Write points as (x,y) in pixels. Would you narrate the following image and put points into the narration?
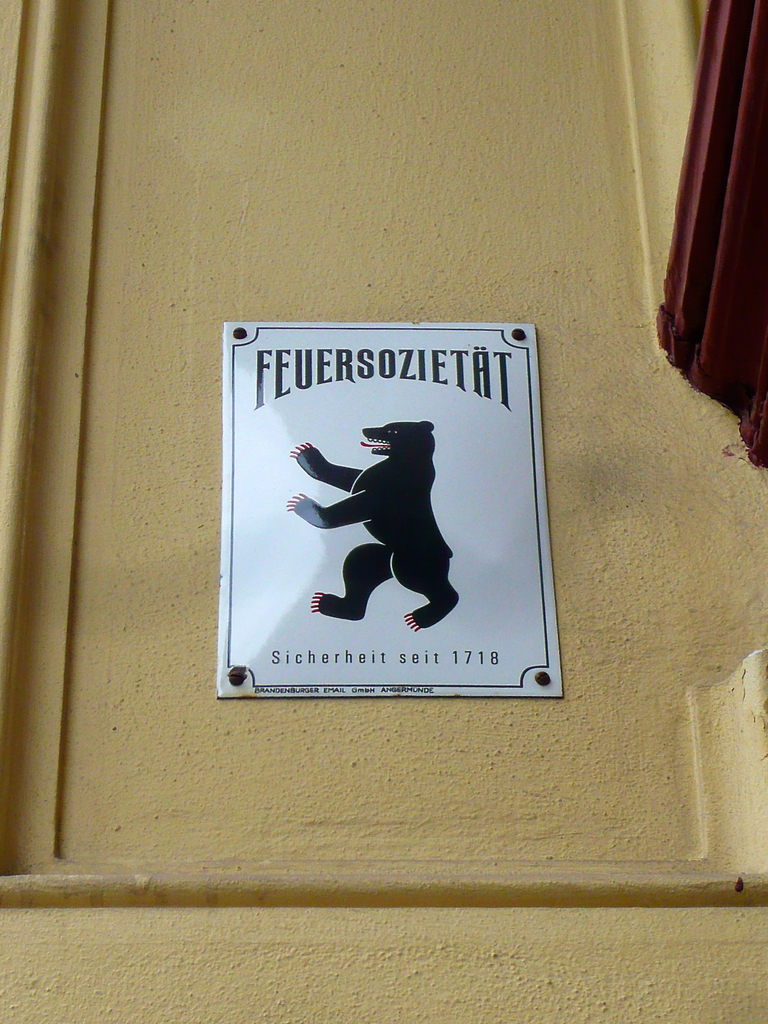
In the image we can see a poster (395,507), in the poster (392,520) we can see the text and the picture (402,544) of the animal (359,503). Here we can see the wall (185,230).
